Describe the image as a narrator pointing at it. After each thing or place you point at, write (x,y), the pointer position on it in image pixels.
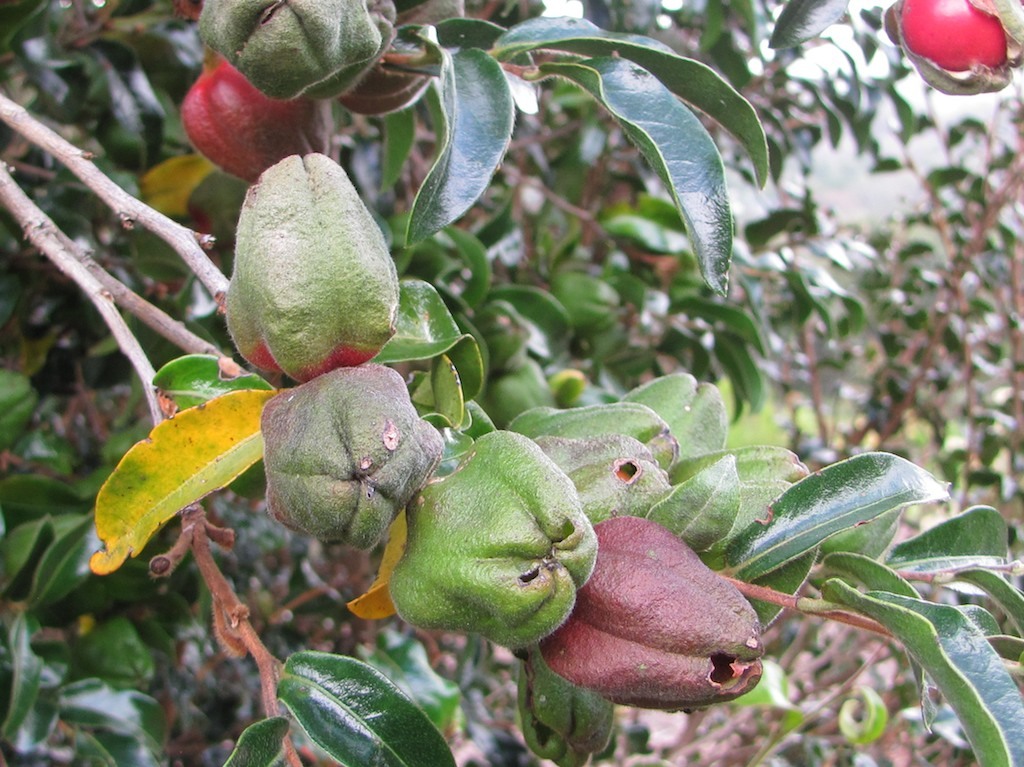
Here in this picture we can see fruits (709,446) present on a plant (183,241) and we can also see other plants (525,360) in blurry manner.
